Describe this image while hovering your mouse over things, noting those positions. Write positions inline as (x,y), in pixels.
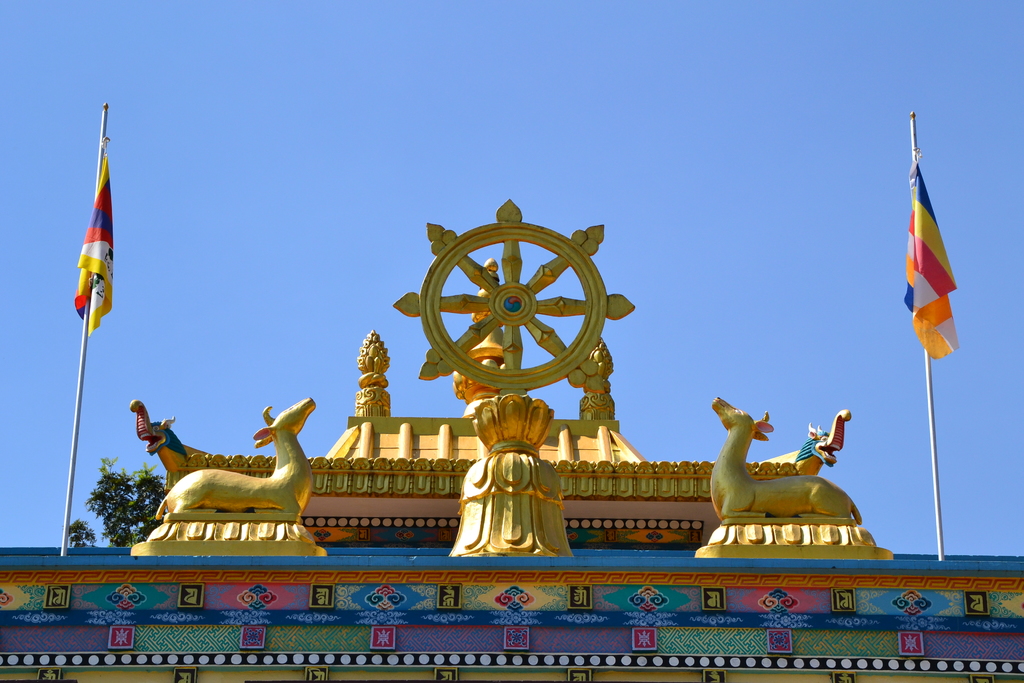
In this image I can see the arch (368,602) which is blue, pink, gold and violet in color. I can see statues of animals (285,479) on both sides of the arch (465,418) and a tree (108,526) which is green in color. In the background (254,268) I can see the sky (403,218).
